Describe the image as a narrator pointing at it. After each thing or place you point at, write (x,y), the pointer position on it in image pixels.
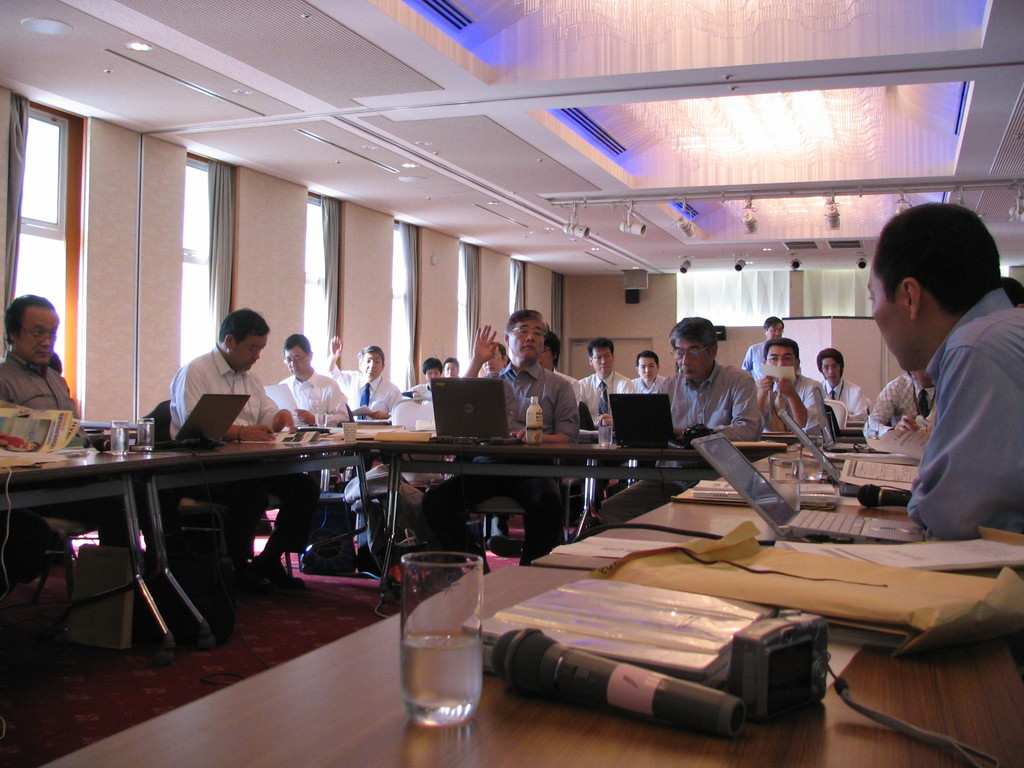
This picture is clicked inside the room (317,117). There are many people (522,350) sitting on the chair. On the right corner of the picture (947,376), we see man (962,397) in blue shirt (954,365) is sitting at the table (965,691). On the table (418,742), we can see glass (453,642), microphone (601,671), book (940,561), laptop (816,531), cover (747,544). Behind these people (246,349), we see many windows (189,233) and curtains (414,299) and on top of this picture (480,88), we can see the roof (812,156) of the building (588,85) with glass (736,125).
